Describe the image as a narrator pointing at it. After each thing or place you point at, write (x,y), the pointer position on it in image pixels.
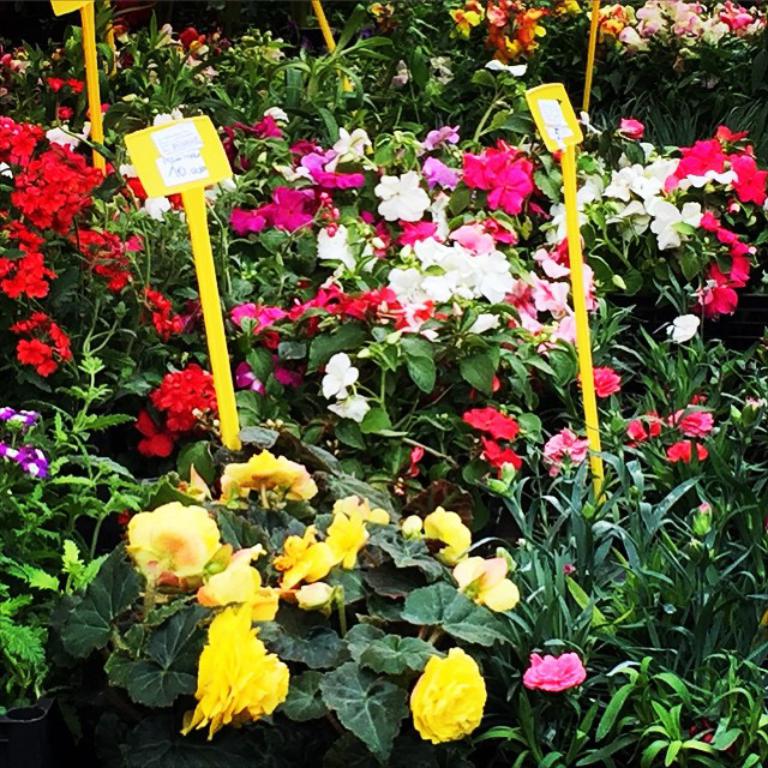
In the picture we can see plants (702,662) with a different kinds of flowers (37,351) like yellow, white, red, pink and violet and to it we can see some yellow color tags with prices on it.
